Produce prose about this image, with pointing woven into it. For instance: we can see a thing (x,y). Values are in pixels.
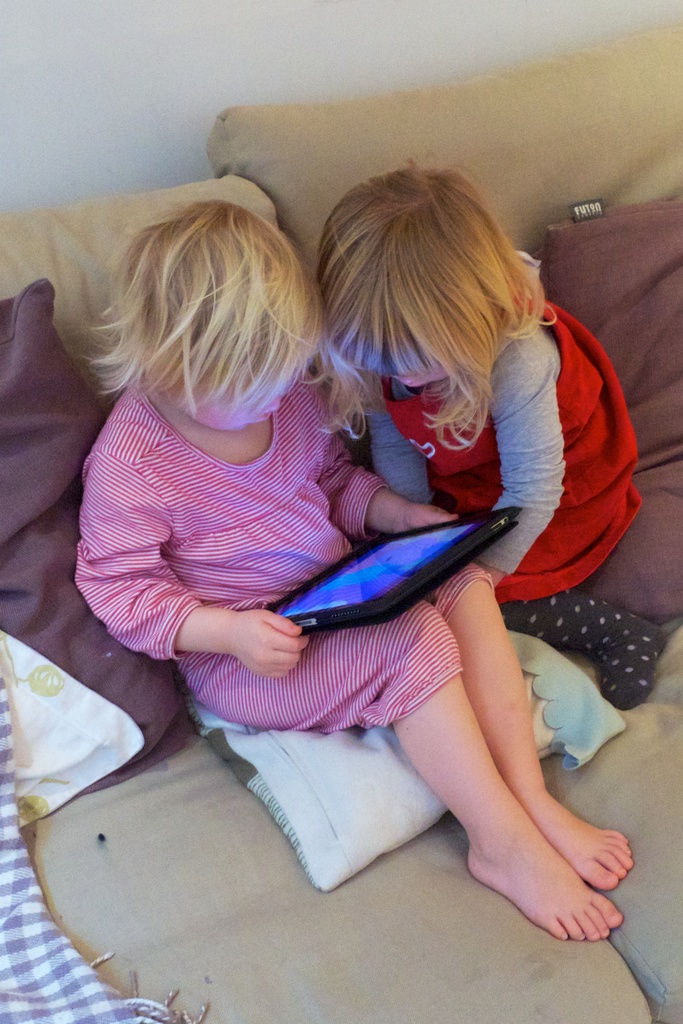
In this image I can see two people (164,465) with different color dresses (164,465). I can see one person (216,496) is holding the iPad (408,597). To the side of these people (628,643) I can see the pillows (600,701). In the background (188,18) I can see the wall (256,18).
